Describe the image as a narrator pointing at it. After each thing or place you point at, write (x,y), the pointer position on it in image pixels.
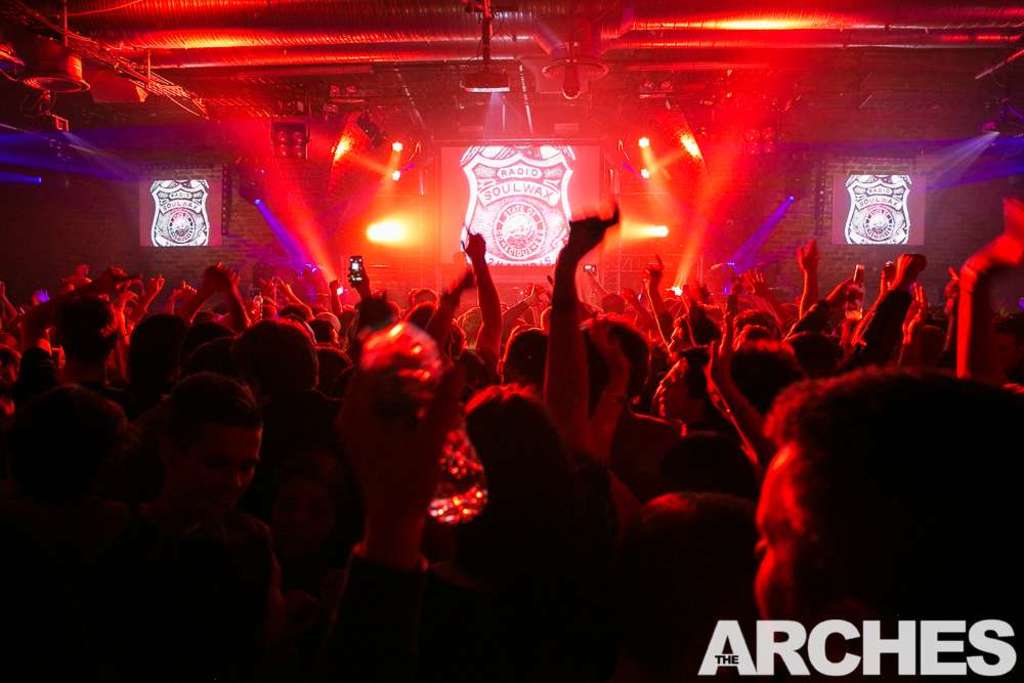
At the bottom of the image (151,629) few people (584,240) are standing and holding some bottles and mobile phones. In the middle of the image (397,254) we can see a wall (615,142), banners (529,240) and lights (343,142). At the top of the image (995,36) we can see ceiling (898,2).
